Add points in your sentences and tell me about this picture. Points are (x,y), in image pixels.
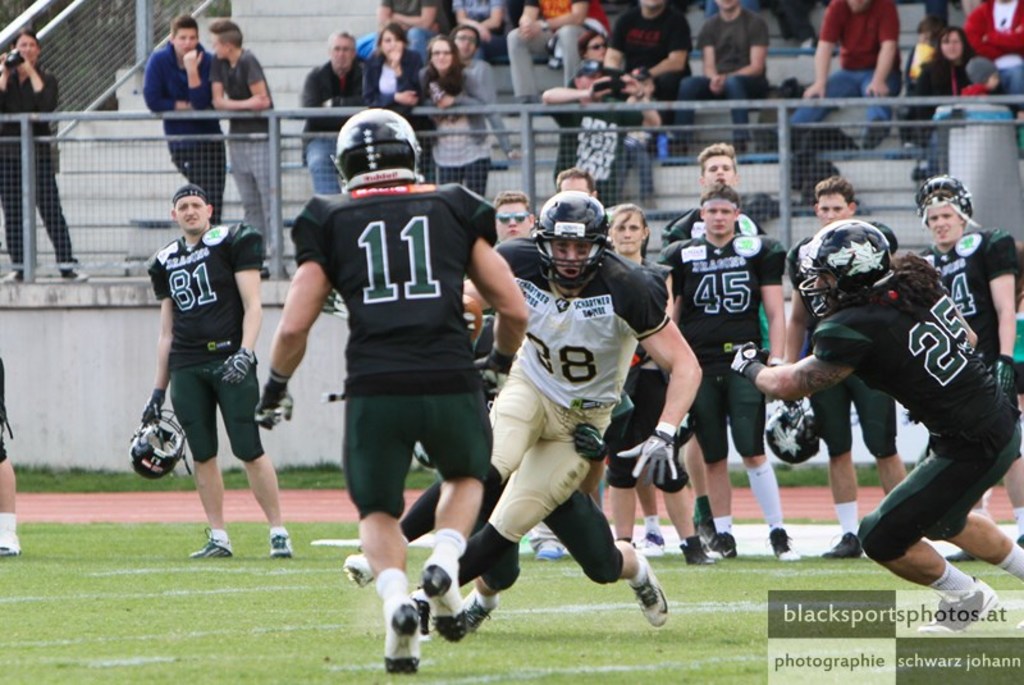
In this picture we can see few people (349,572) on the ground (205,634) and in the background (1005,86) we can see a group of people (643,505), fence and steps (664,196), in the bottom right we can see some text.
